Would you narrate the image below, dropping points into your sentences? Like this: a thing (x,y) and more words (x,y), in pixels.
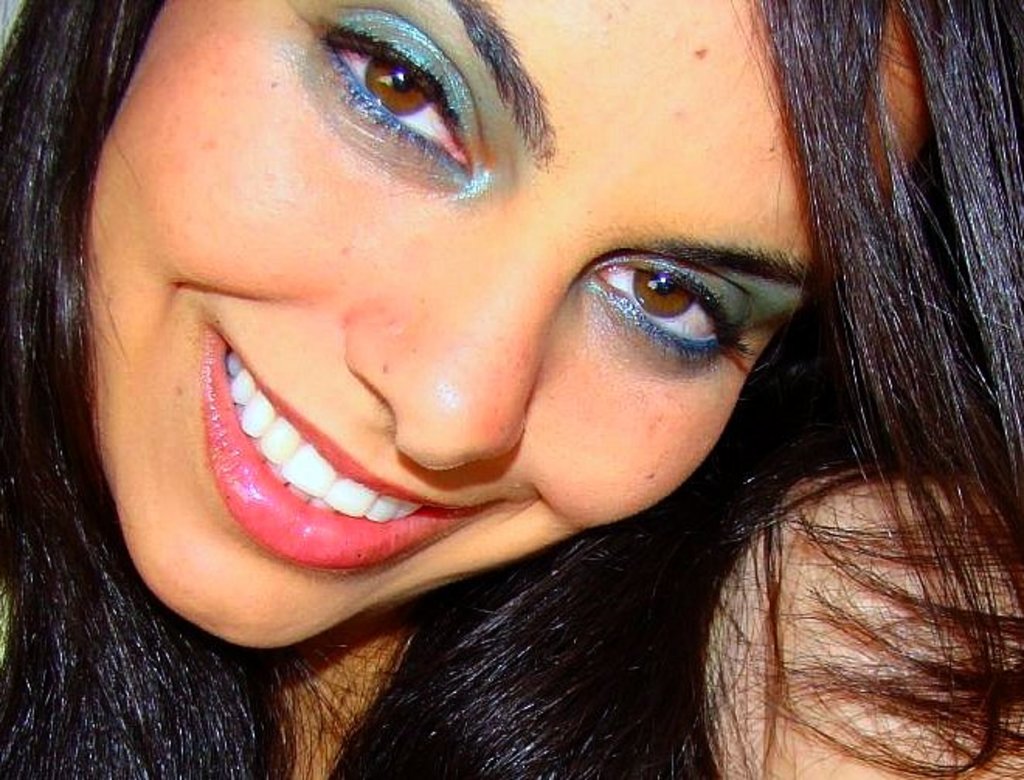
In this image we can see a woman (511,458) with long hair (702,646).
